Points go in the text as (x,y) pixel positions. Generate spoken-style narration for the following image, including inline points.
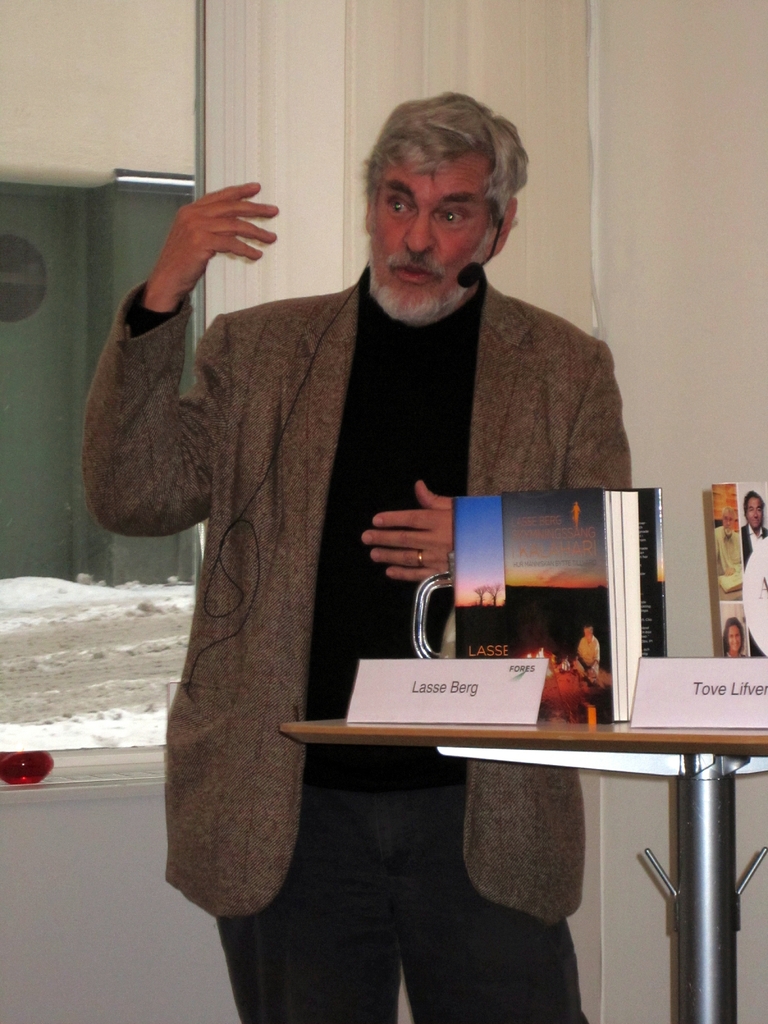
In this image there is a man (513,855) standing at a table (377,743). He is wearing a brown jacket (547,419) and a microphone (475,282). On the table (581,732) there are books (631,588) and name boards (640,695). Behind him there is wall (128,848) and curtain (346,72). There is also window (89,210) and through it building (61,159), ground (86,607) and snow (65,608) can be seen.
